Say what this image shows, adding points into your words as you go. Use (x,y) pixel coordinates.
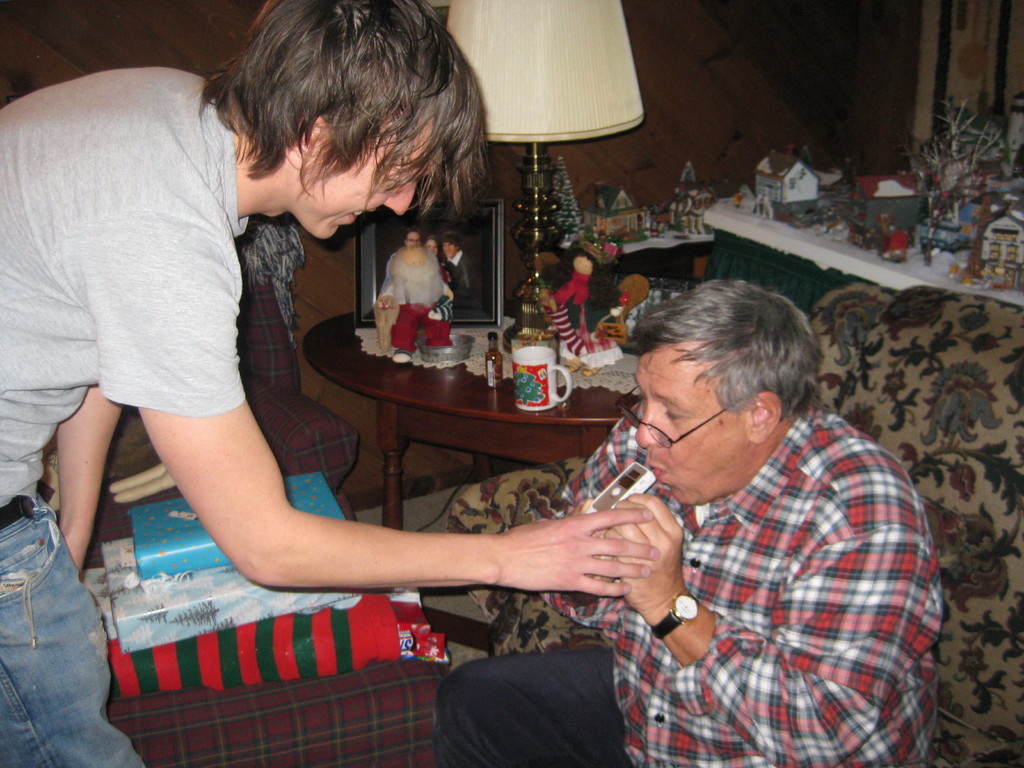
In this image there are two man (90,454), one is sitting on sofa (971,720) and other bending, in the background (565,430) there is a table (525,413), on that table (481,385) there are toys (442,294), photo frames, table lamps (539,326) and there is another table (923,269), on that there are toys (800,191) in the background (697,27) there is a wall (651,23).
